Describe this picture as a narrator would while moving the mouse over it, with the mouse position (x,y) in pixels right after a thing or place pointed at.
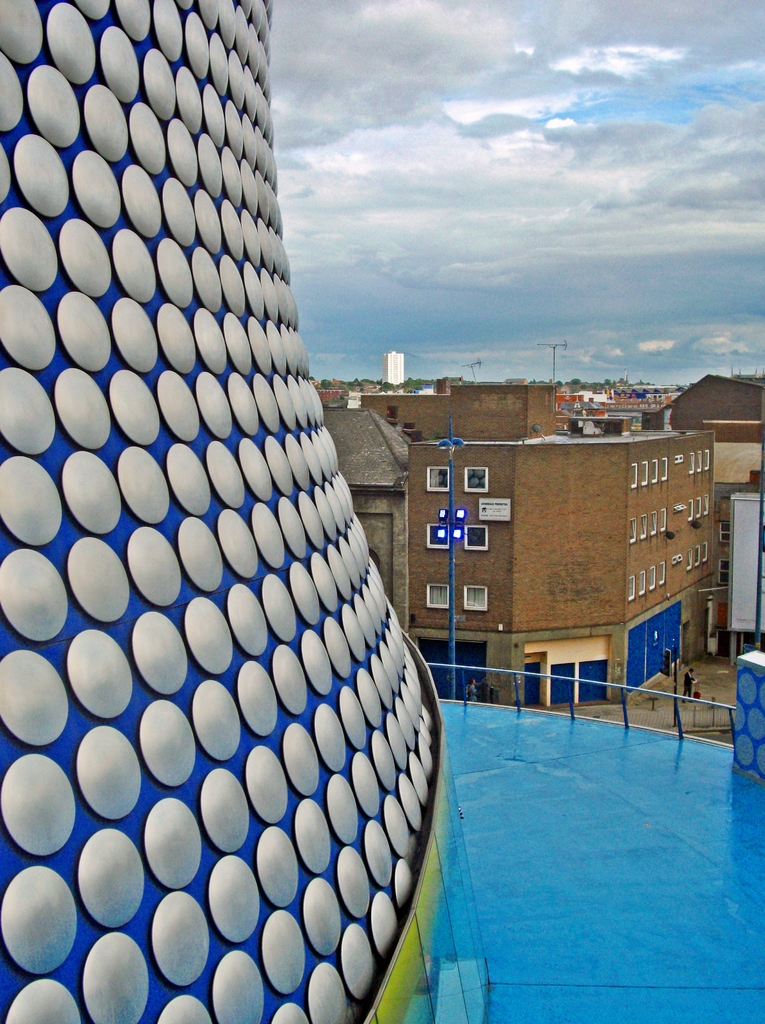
On the left (45,572) there is a design (107,729) on the wall (60,857), path (595,976) and fence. In the background (565,497) there are buildings (392,420), windows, few persons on the road (618,719), trees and clouds (467,216) in the sky (332,285).
